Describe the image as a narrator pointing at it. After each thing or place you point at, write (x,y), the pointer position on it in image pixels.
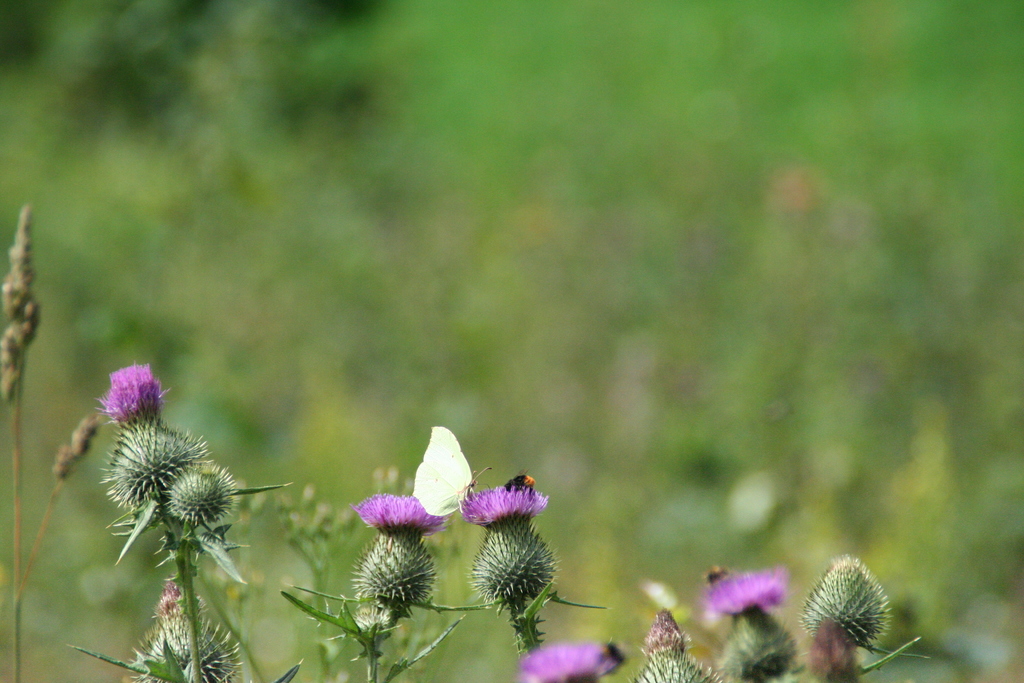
Here we can see flowers (830,677) and a butterfly (468,487). There is a blur background (869,23) with greenery (890,393).
